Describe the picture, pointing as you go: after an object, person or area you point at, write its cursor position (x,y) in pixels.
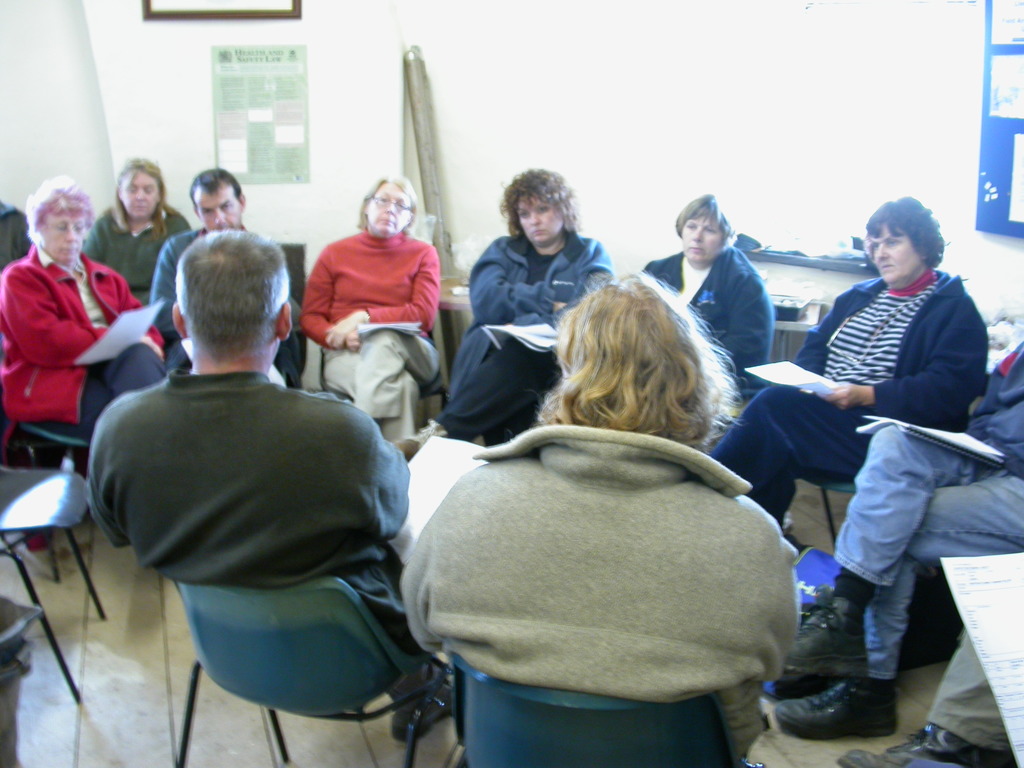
In the image there were group of people (81,391) sitting in a circle in a room (623,184). In the center (586,334) there were two people (209,504) facing backward and the remaining are facing front. Some of them are holding a papers (822,393). In the top right (1021,115) there is a board (994,112) with the papers (1019,104) and in the background (304,101) there is a chart (220,126) and one frame (300,7).
